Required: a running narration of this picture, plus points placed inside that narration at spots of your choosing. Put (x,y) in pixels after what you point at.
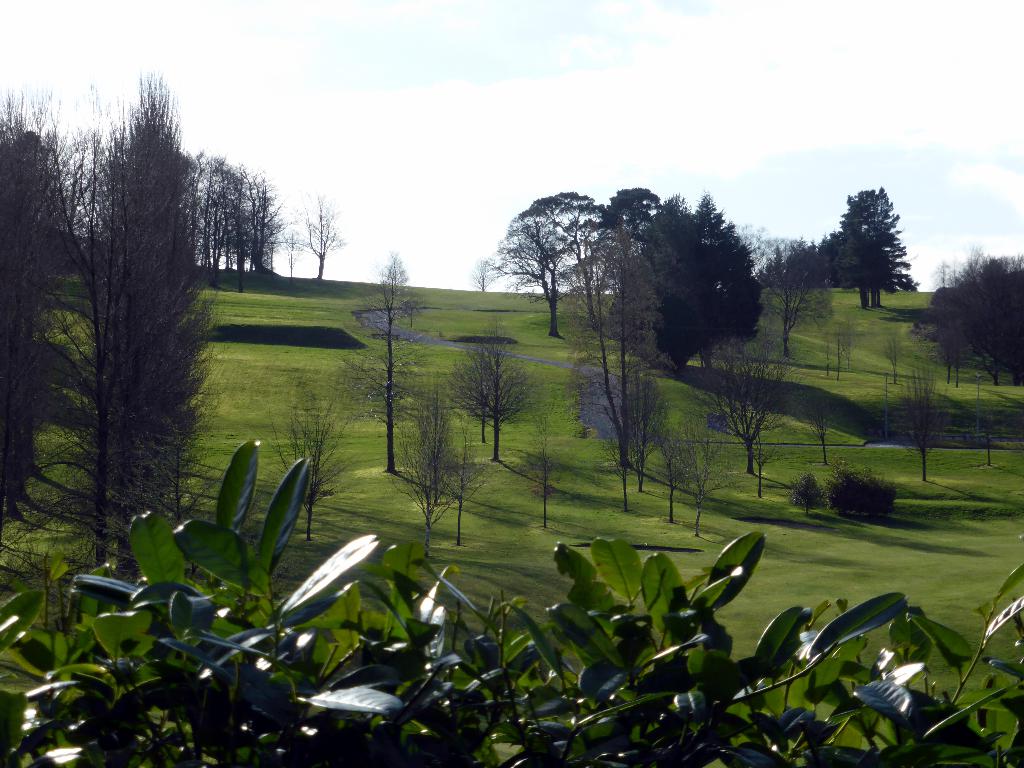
In this image there are trees (446,494) on the grassland (908,505). Bottom of the image (545,674) there are plants (392,706) having leaves (444,684). Top of the image (673,91) there is sky (705,58).
